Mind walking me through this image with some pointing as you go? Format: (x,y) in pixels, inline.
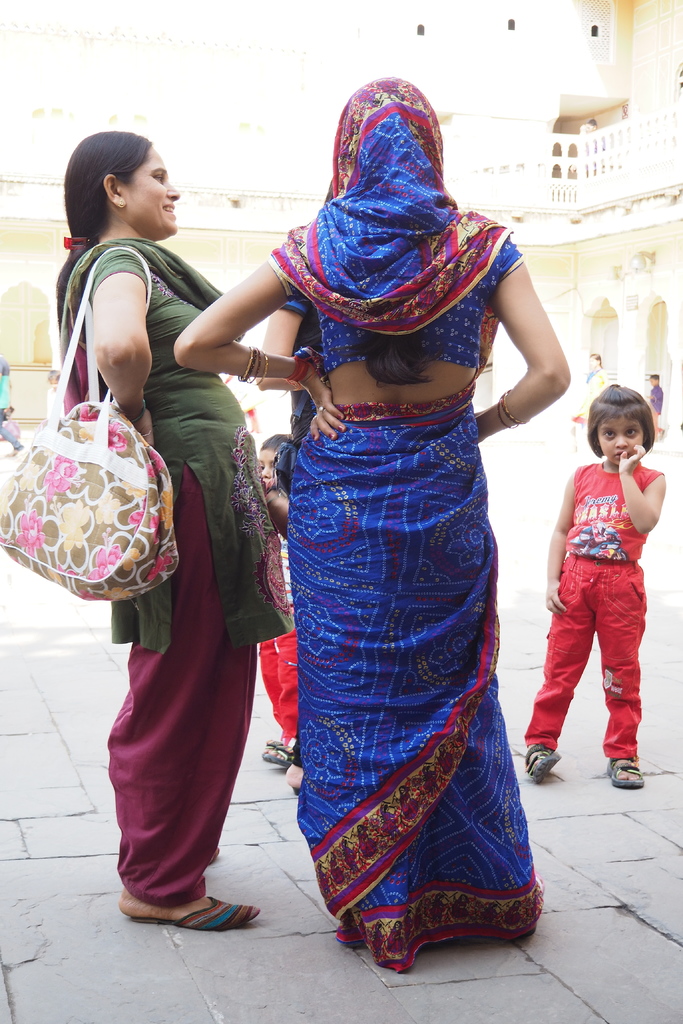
There are two women (215,748) standing here. One of the woman (192,483) is holding a bag (103,485) on her shoulders (111,282) and we can observe a child (583,596) here, standing. In the background (49,97) there is a building (319,78).
